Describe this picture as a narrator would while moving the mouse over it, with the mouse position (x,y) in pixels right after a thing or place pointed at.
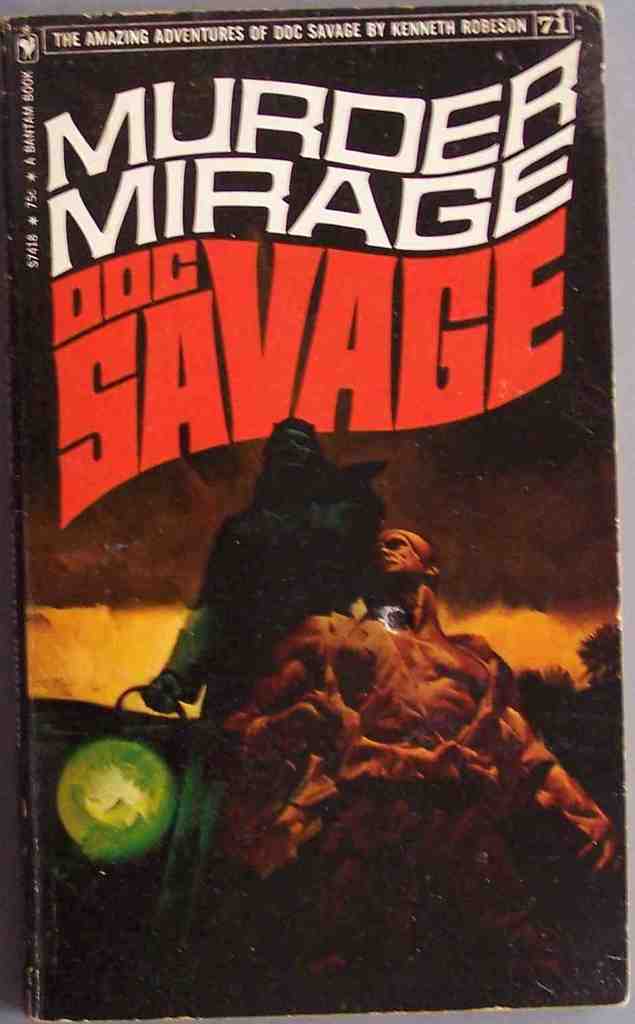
In this image I can see the cover page (367,327) of book (367,444) which is black in color on which I can see two persons (392,740) standing, the sky (499,514), few trees (547,675) and few words (305,390) written. I can see a green colored object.
